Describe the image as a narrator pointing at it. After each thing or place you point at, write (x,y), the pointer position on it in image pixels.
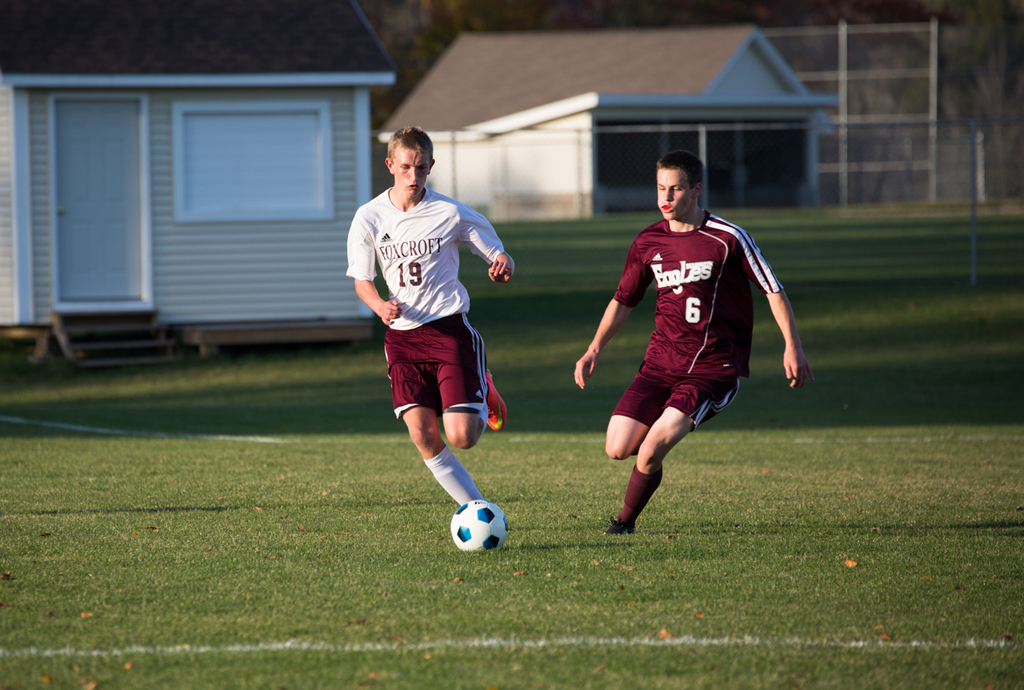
In the image there are two men (656,270) playing a football game. In background (257,195) there are some houses (516,91), trees (434,22) at bottom (144,578) there is a grass (122,567).
